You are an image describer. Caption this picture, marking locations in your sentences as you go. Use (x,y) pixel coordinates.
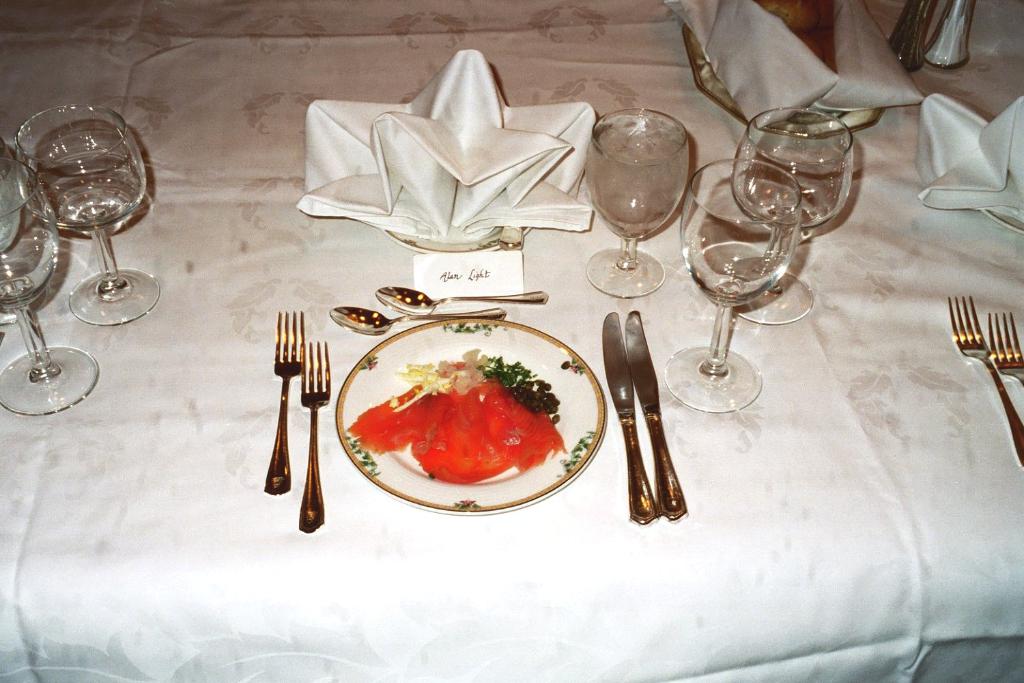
In the middle (681,352) there is a table (634,501) on that table (883,396) there are glasses (758,210), spoons (414,290), forks (279,366), plates (398,370) and tissues (970,131). The table (709,404) is covered with a cloth (861,588).
